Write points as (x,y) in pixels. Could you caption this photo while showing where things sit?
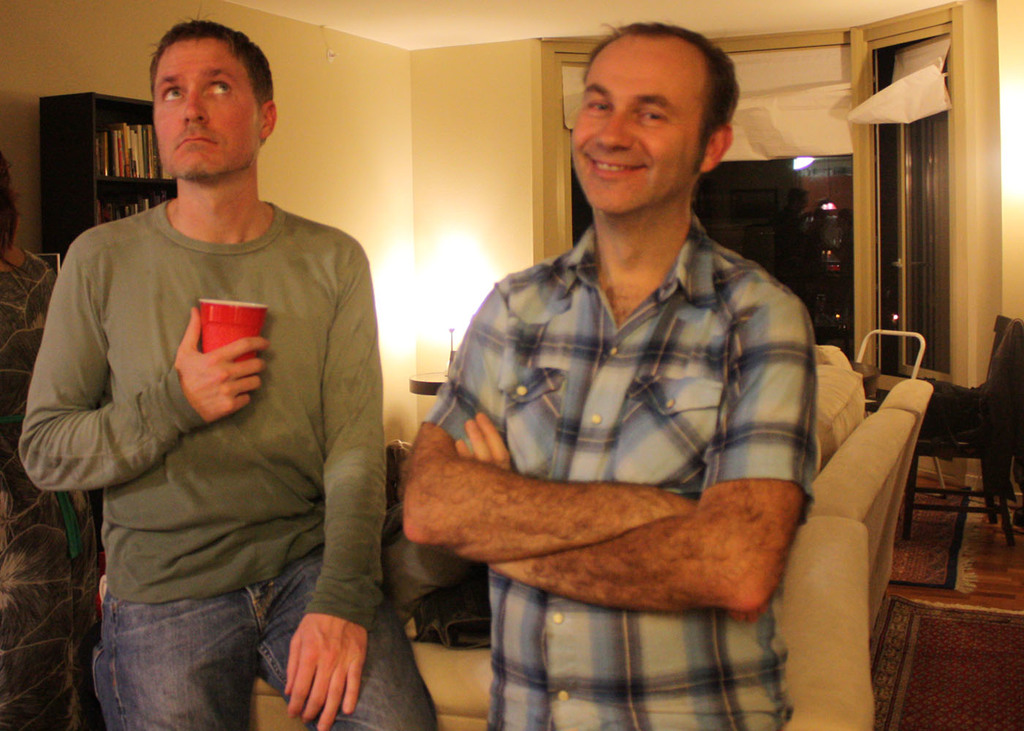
In this image, we can see people (347,356) and one of them is holding a cup (251,329). In the background (802,609), we can see a sofa (872,435) and there is a cloth (935,382) on the chair (973,395) and we can see books (129,164) in the rack (57,153) and there are some other objects (750,126), a light (432,286) and a wall (422,294). At the bottom (942,647), there are carpets (944,636) on the floor (944,594).
